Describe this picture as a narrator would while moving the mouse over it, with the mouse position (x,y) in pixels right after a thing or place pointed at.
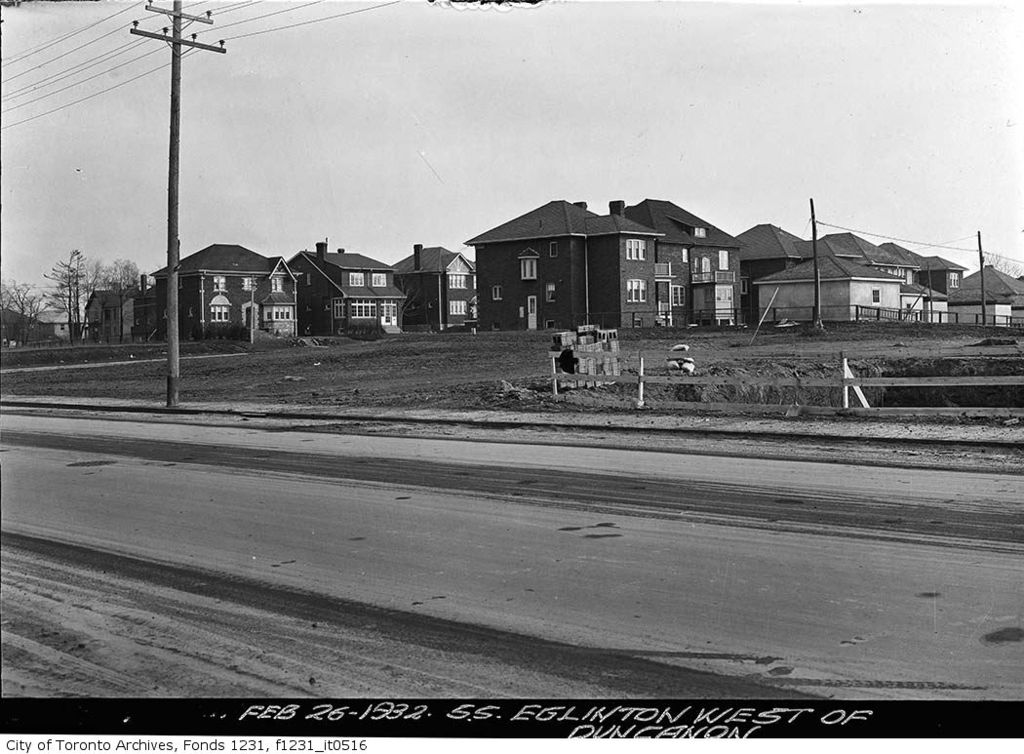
This image is a black and white image. This image is taken outdoors. At the top of the image (655,107) there is the sky (615,124). At the bottom of the image (608,716) there is a text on this image and there is a road (415,622). In the middle of the image (497,322) there are many houses (372,266). There are a few trees (85,308). There are a few poles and wires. There is a fence (888,310). There are a few objects (573,358) on the ground (805,331).
